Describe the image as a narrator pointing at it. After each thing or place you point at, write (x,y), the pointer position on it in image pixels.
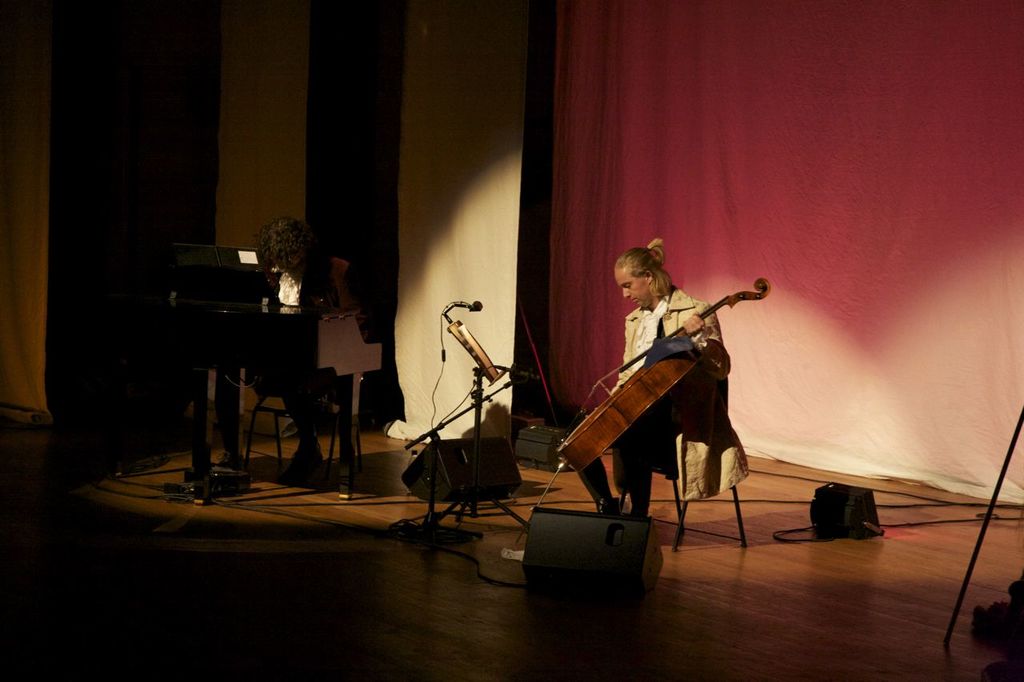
In this image i can see 2 persons (270,259) sitting and holding the musical instruments (259,332). In the background (557,334) i can see a cloth (461,423).
